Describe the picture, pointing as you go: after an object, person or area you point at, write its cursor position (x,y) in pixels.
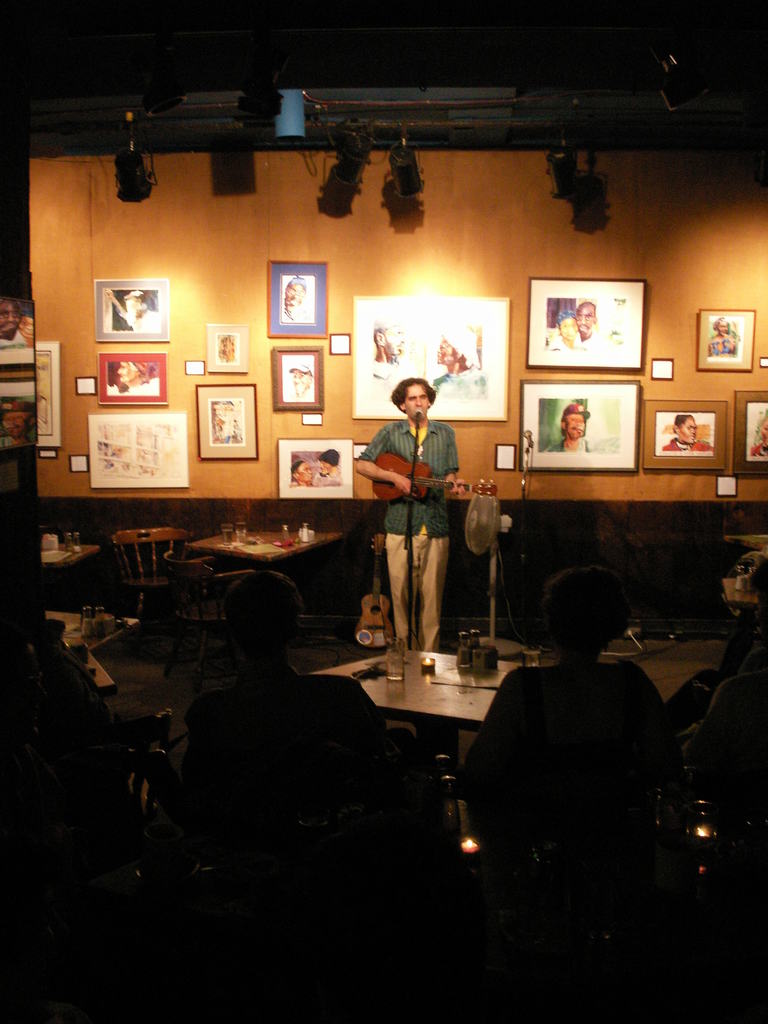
In this image i can see a man (432,634) standing and playing guitar (442,486) in front of him there is a micro phone (415,431) at the back ground (156,476) i can see few frames (617,322) attached to a wooden wall (391,201), at left (242,535) there are few glasses (244,534) on a table (239,545) and two chairs (206,597), there are two persons (333,771) sitting on a chair (603,819), the man (418,509) wearing a green shirt (422,523) and a cream pant (421,575).
